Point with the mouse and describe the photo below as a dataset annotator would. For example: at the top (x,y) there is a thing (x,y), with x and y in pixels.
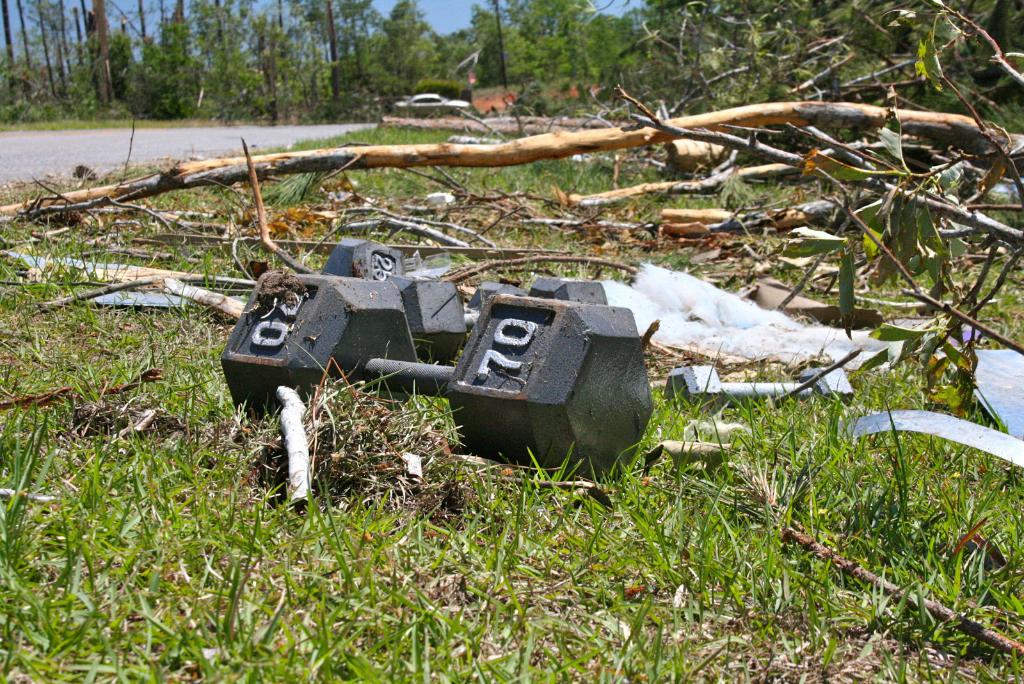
These are the dumbbells (479,360) that are dropped in the grass (483,553). On the left side (330,132) it is a road (261,144).
